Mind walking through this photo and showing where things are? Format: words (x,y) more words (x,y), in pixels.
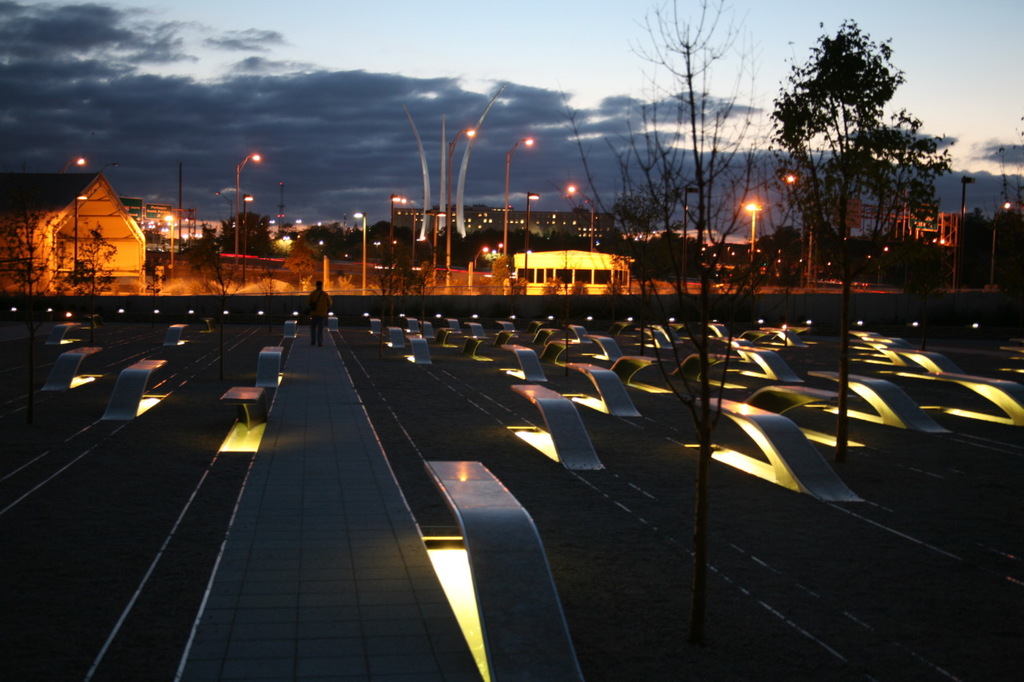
In this picture I can see there is a person (324,304) walking here and in the backdrop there are plants (759,276), trees (93,283) and buildings (67,193), there are street lights (244,265) and some poles (244,252) and the sky (335,89) is cloudy.
